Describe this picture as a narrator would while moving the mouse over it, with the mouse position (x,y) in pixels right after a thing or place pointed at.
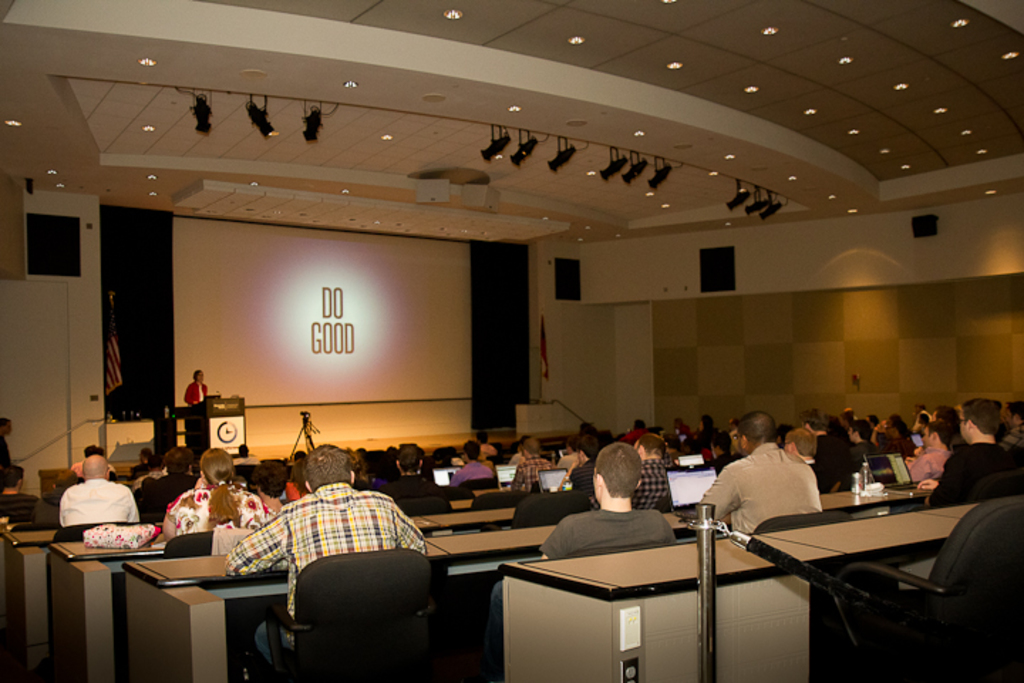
In this image I can see number of people (225,461) sitting on chairs (314,640). Here on these tables (146,583) I can see laptops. In the background (203,391) I can see a person (189,397) is standing next to a podium (219,437) and here I can see a screen (255,271). I can also see two flags (547,346).
